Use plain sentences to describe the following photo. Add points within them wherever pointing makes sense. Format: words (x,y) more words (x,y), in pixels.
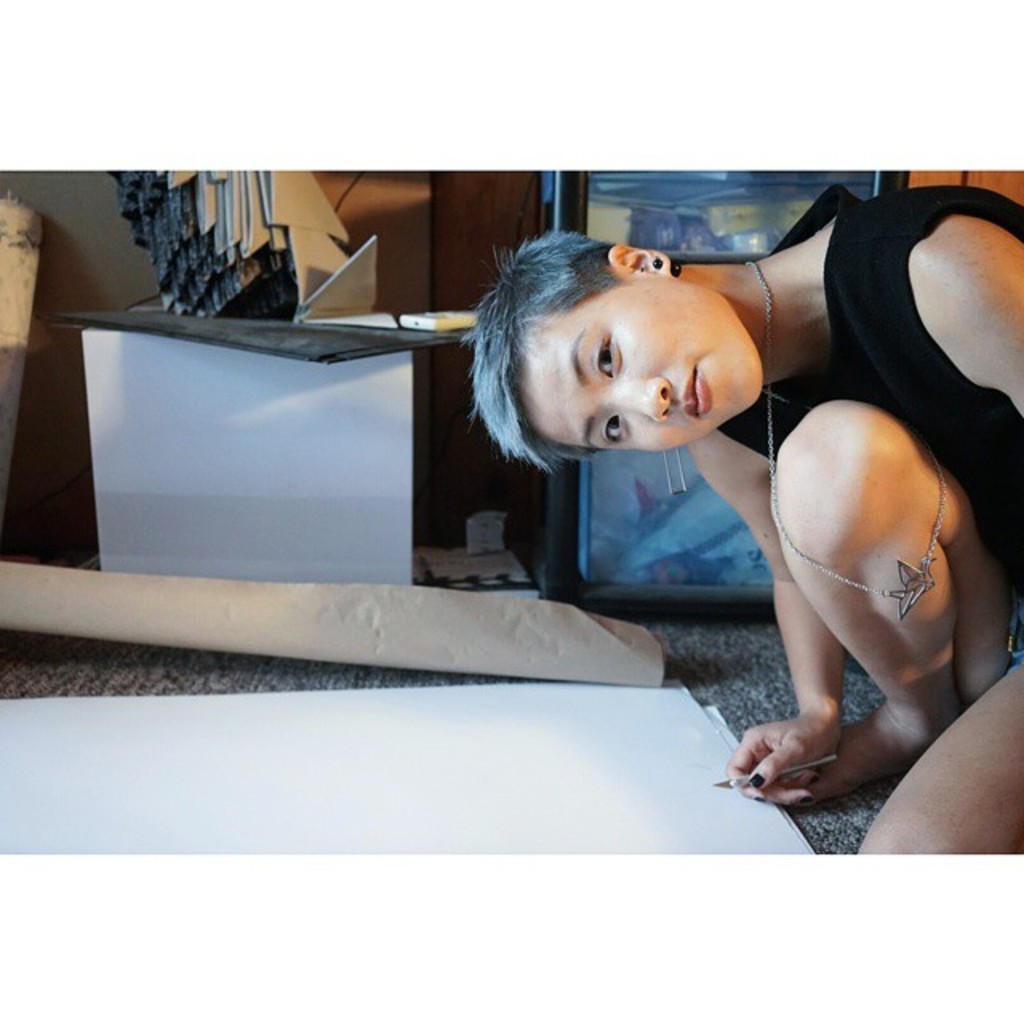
In this picture I can see a person (818,704) holding a palette knife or a paint brush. I can see papers (709,721) and some other objects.
